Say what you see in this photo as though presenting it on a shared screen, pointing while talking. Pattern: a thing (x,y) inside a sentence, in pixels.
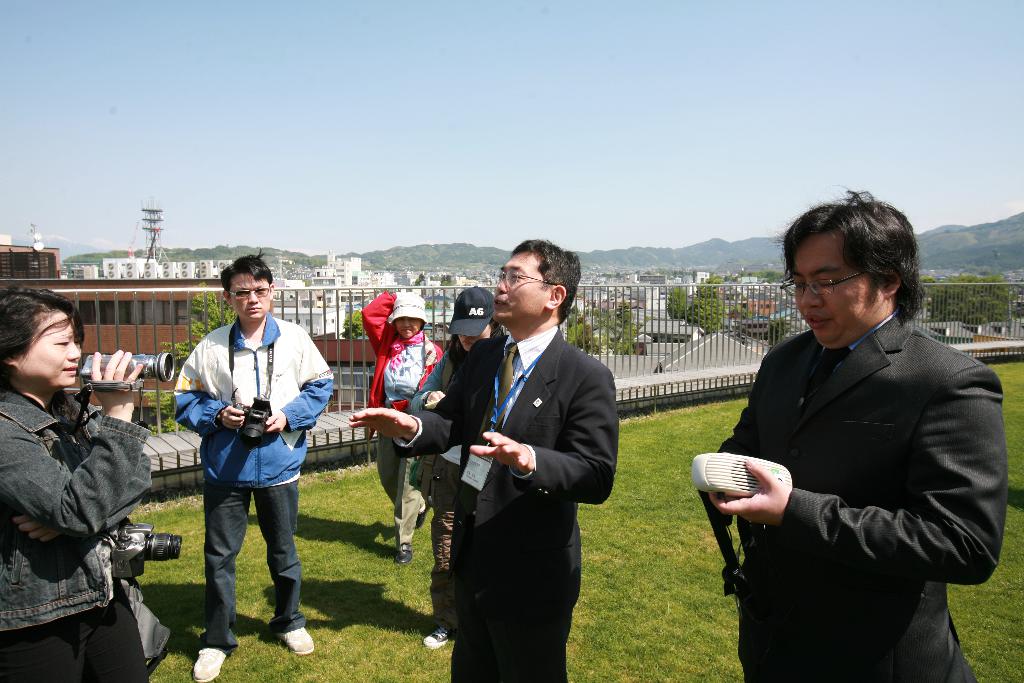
In this image we can see some persons (569,410) wearing suits (847,436) standing on the floor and talking and there are some persons (48,492) holding cameras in their hands (41,524) and shooting the video and at the background of the image (664,341) there is fencing (434,327) there are some building (581,309), trees (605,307), mountains (991,255) and clear sky (436,194).
